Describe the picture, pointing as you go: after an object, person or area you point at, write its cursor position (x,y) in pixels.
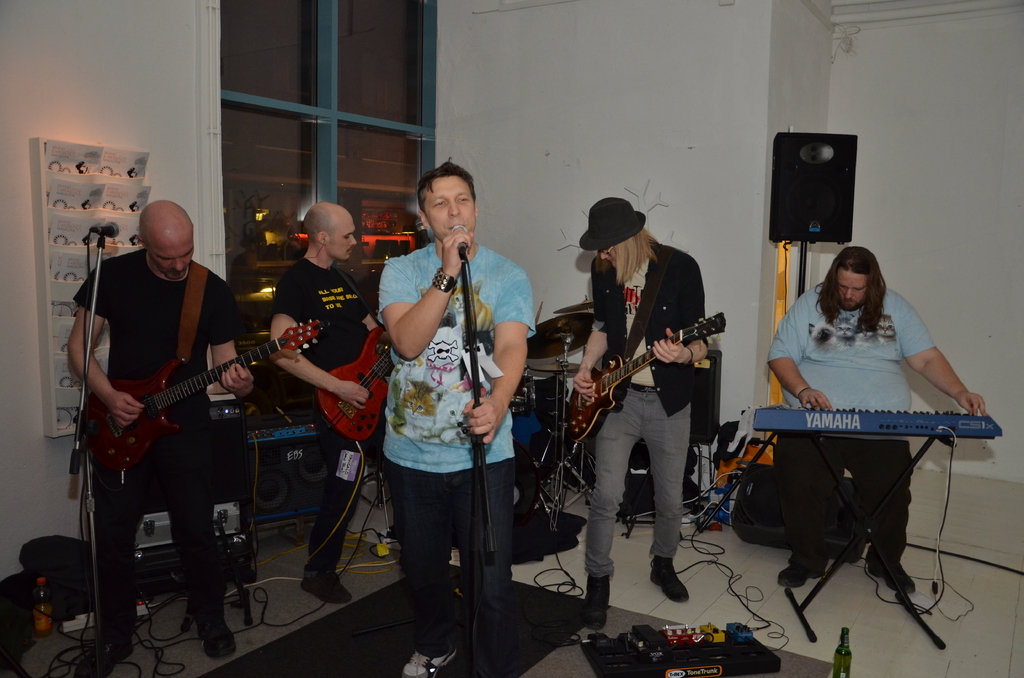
In this picture there is a man (427,313) standing and holding a mic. There are other people (333,259) who are playing musical instruments (537,351) at the background (865,351). There is a loudspeaker (789,220) and other objects (70,306). There is a bottle (51,604) and carpet (368,610).
